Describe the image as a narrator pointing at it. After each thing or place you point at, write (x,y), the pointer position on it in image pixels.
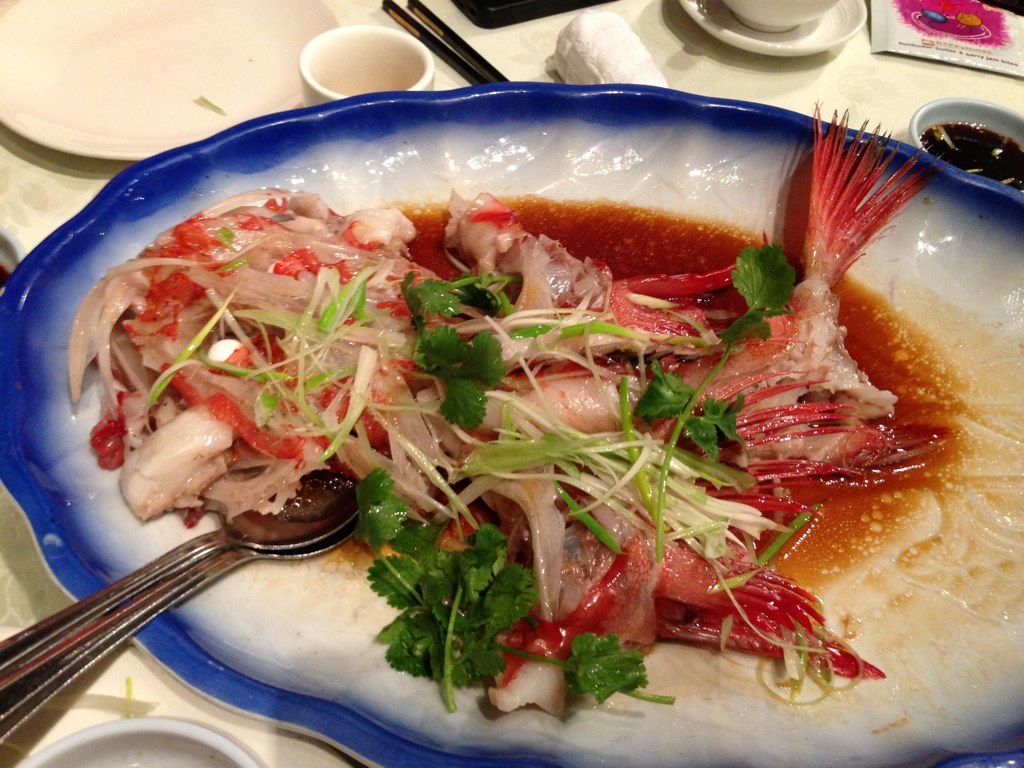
As we can see in the image there is a table (894,60). On table (894,60) there are plates (1008,266), cup (781,17), saucer (751,32), chopsticks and spoon (79,663). In plate (428,721) there is a dish (651,357).
